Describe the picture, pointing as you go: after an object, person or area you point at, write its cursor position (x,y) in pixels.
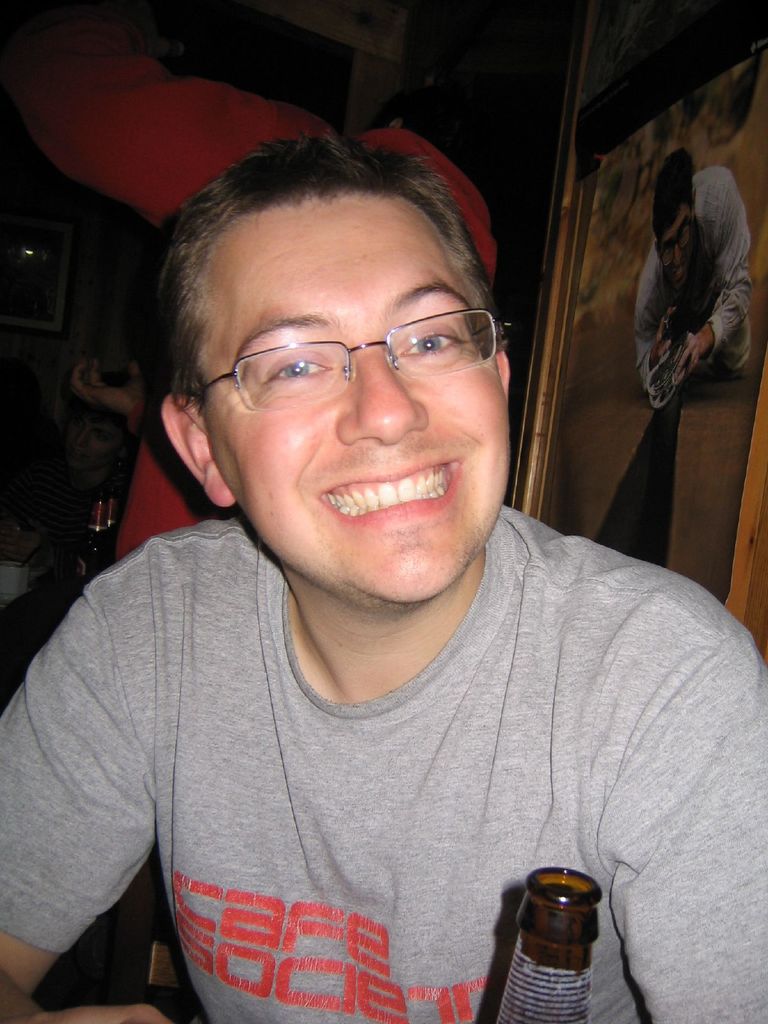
In this image we can see a person (458,598). Behind the person (444,479) we can see persons (483,233) and bottles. On the right side (584,342), we can see a poster (605,346). In the poster (601,378) we can see a person (658,355). On the left side (16,297), we can see a photo frame (50,297). At the bottom (561,930) we can see a bottle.
